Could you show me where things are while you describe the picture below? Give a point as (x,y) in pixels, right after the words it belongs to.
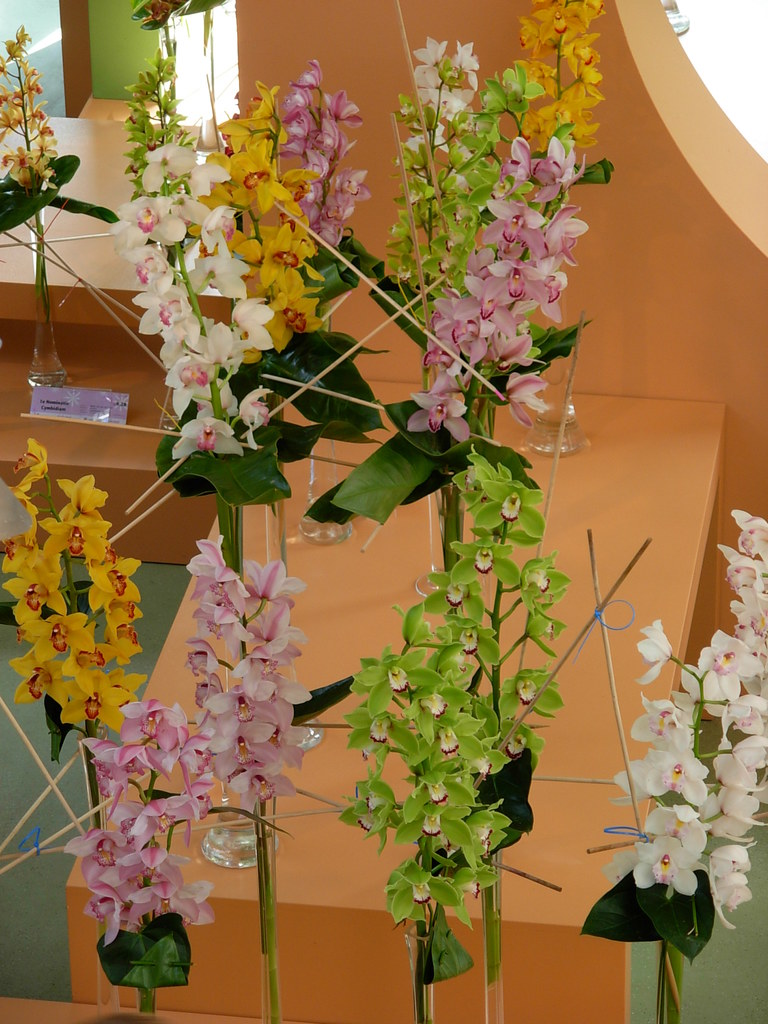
In this image we can see some glass flower pots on the tables (112,194), with different flowers (116,652) and leaves (666,907). There are some tables (138,445), some small sticks (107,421) tied with threads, background (728,308) one colorful wall (648,169) and one name board (104,406) with text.
